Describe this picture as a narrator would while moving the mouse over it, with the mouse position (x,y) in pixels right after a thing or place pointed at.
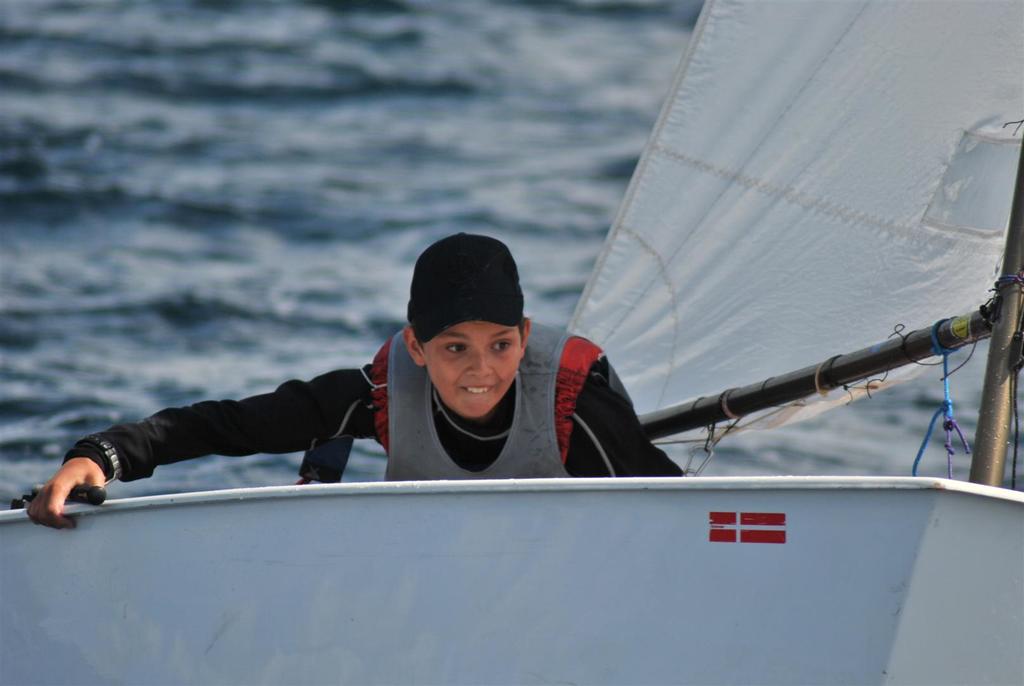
In the center of the image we can see one boat (966,519). In the boat (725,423), we can see one person (484,395) wearing a cap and a jacket (524,437). And we can see one cloth (907,285), wires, one rod (838,380) and a few other objects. In the background (982,368) we can see water (918,426).
